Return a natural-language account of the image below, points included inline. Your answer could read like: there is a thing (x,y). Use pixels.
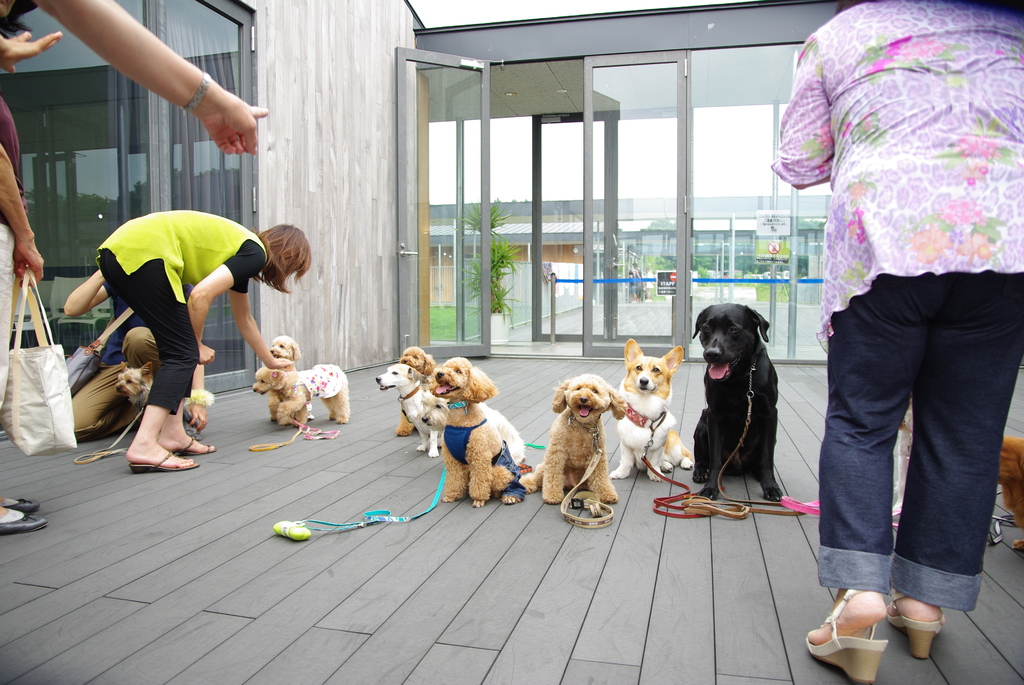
We can able to see a number of dogs (670,381). These persons (842,390) are standing. This person (3,114) is holding a bag (57,396). From this glass door (746,242) we can able to see buildings (527,236) and plants (509,294).
